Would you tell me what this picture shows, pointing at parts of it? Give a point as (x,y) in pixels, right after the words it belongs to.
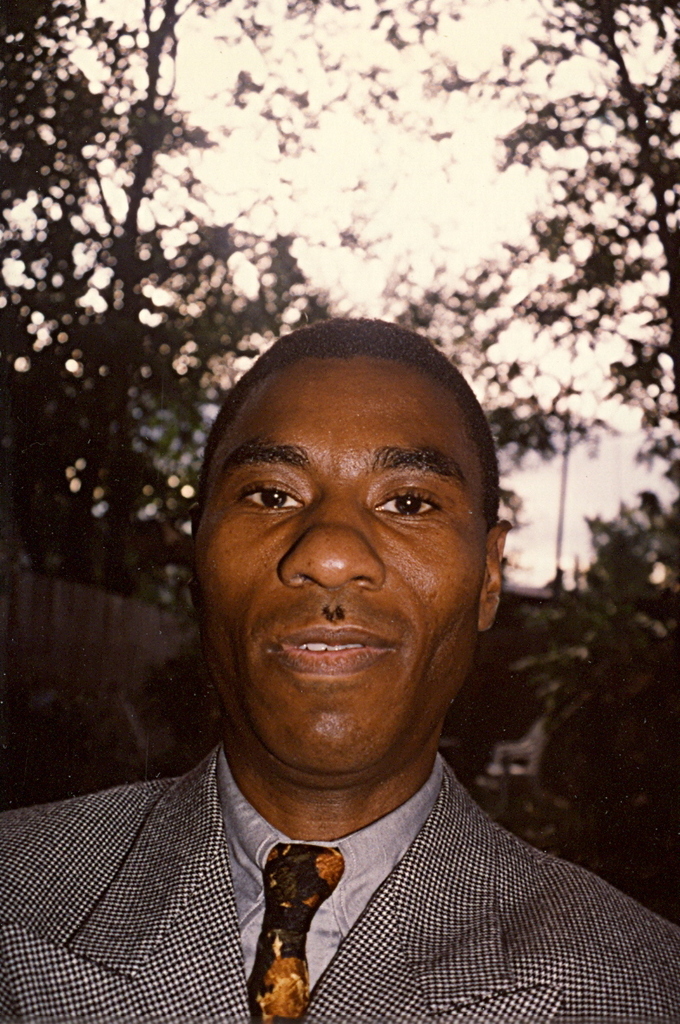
In this picture we can see a man (398,926) in the front (423,899), in the background (447,28) there are trees (564,416), we can see the sky (516,28) at the top of the picture (430,49).
